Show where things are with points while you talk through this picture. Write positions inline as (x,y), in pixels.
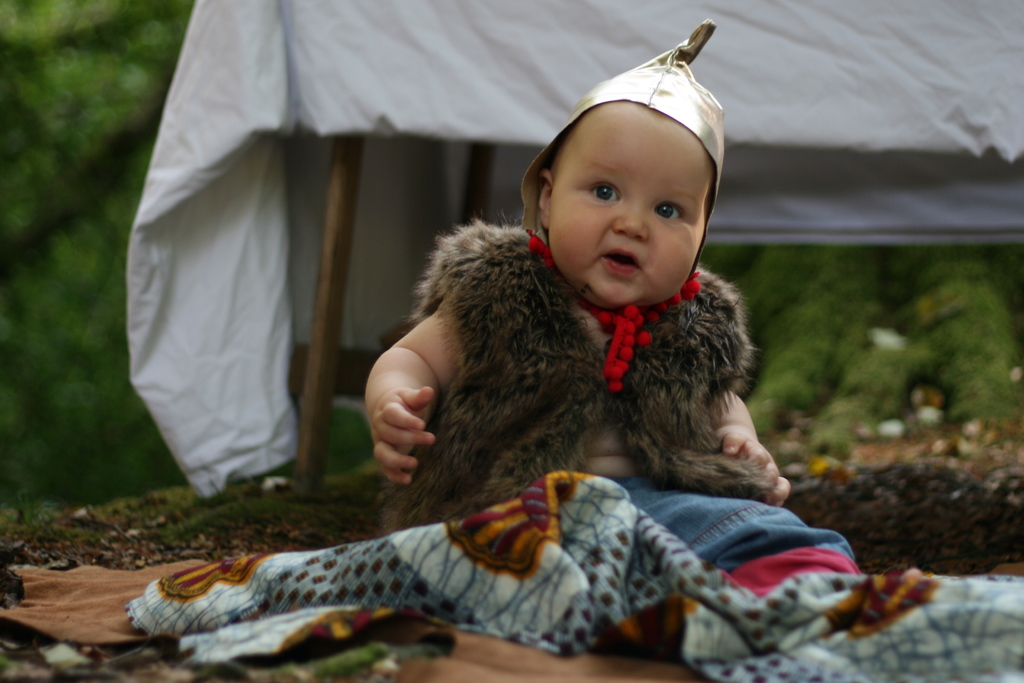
In this picture I can see a child (691,470) in the middle (593,442), this child (657,459) is wearing the clothes (640,490). In the background (299,295) it looks like a tent (507,91).
